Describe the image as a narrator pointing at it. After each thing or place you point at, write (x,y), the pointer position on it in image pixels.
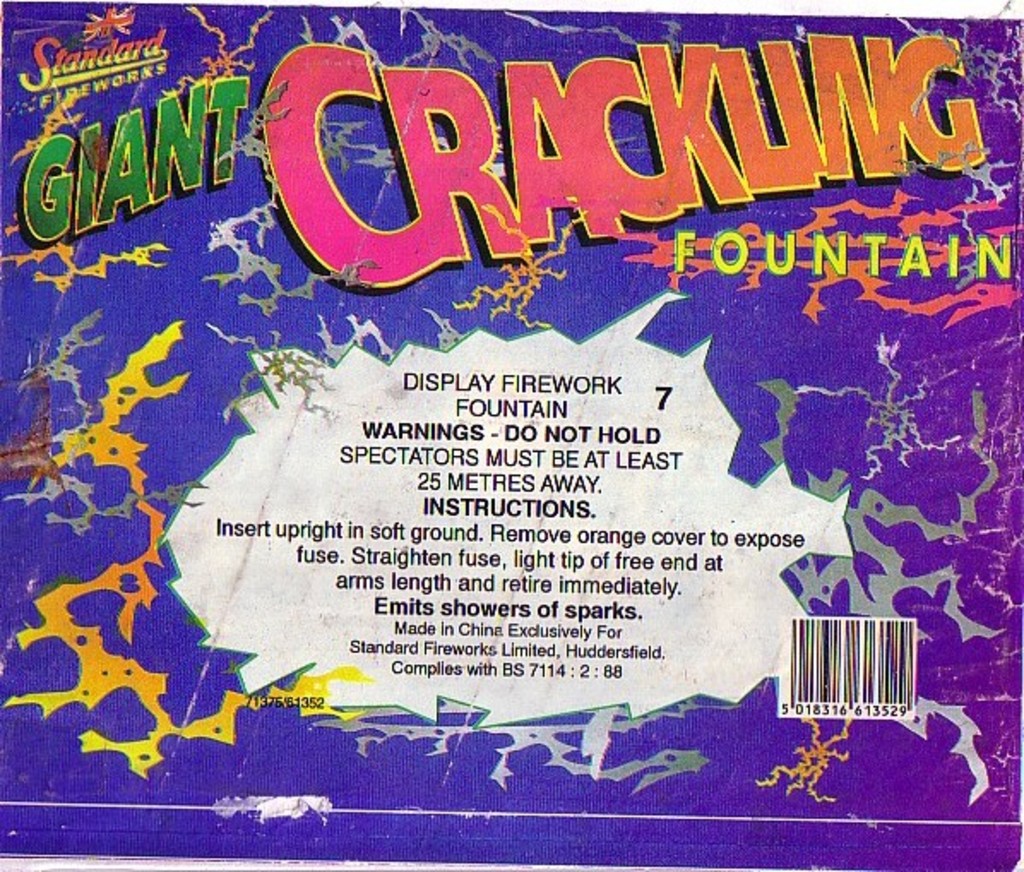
In this picture I can see a poster (620,265) with some text (394,637) and a barcode (884,686) on it.
